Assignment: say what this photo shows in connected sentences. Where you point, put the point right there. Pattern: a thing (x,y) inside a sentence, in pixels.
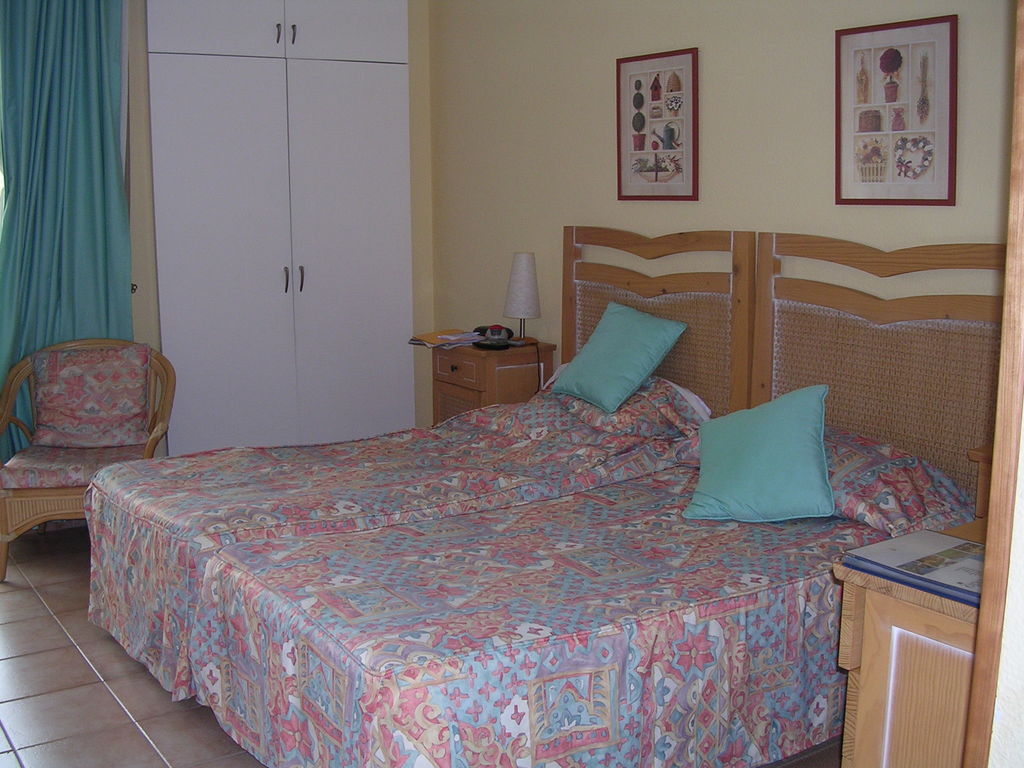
It is a bedroom, on the bed (706,326) there are two blue color pillows (760,410) and a bed sheet (640,525), behind that there is a chair (139,431) behind the chair (165,412) there is a wardrobe (262,304), to the right side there is a table (499,365) on that there is a bed lamp (519,279), behind the bed lamp (516,295) there is a cream color wall (770,51) and there are two photo frames (850,140) on the wall (822,97), in the background (103,175) to the left (87,76) there is a blue color curtain (102,172).
